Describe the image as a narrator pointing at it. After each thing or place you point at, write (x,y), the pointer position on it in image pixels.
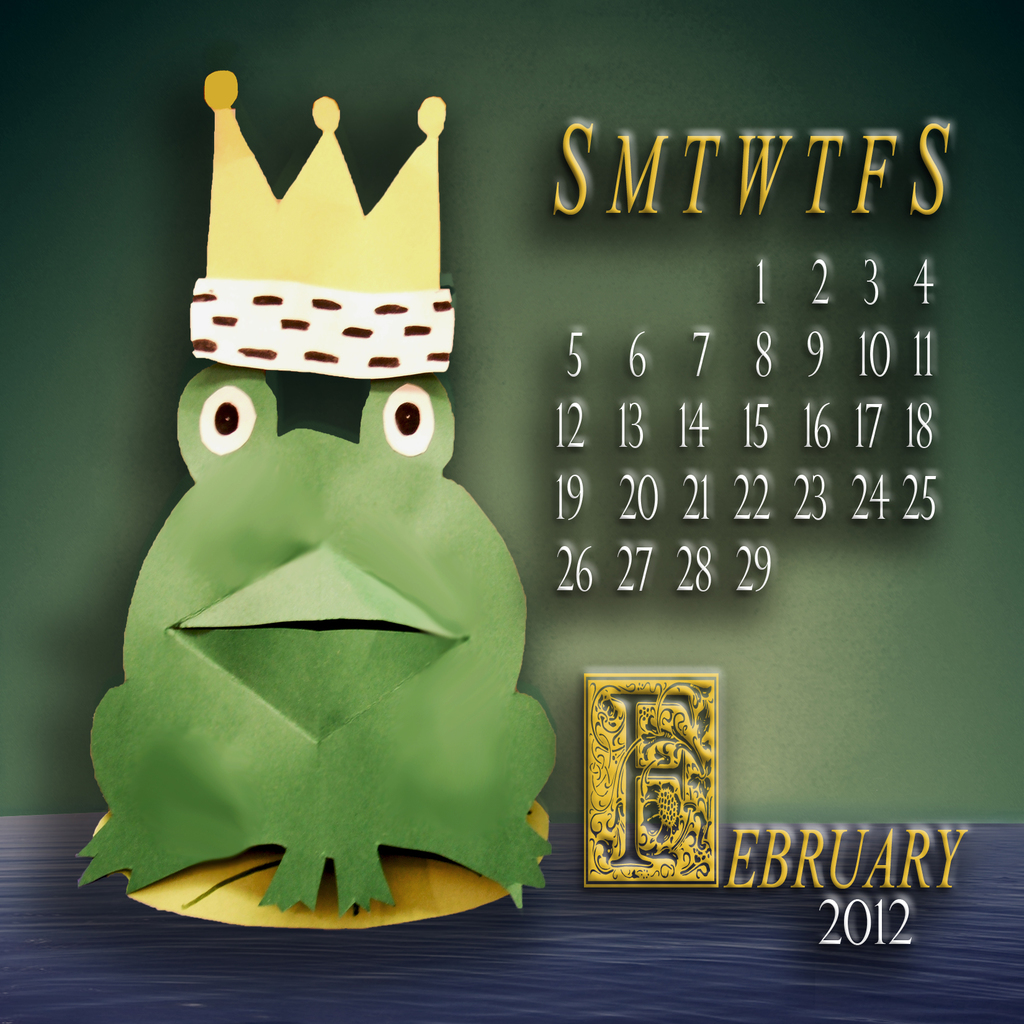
In the image I can see a calendar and a cartoon image (343,508) of a frog (328,519) and a crown (271,334).
